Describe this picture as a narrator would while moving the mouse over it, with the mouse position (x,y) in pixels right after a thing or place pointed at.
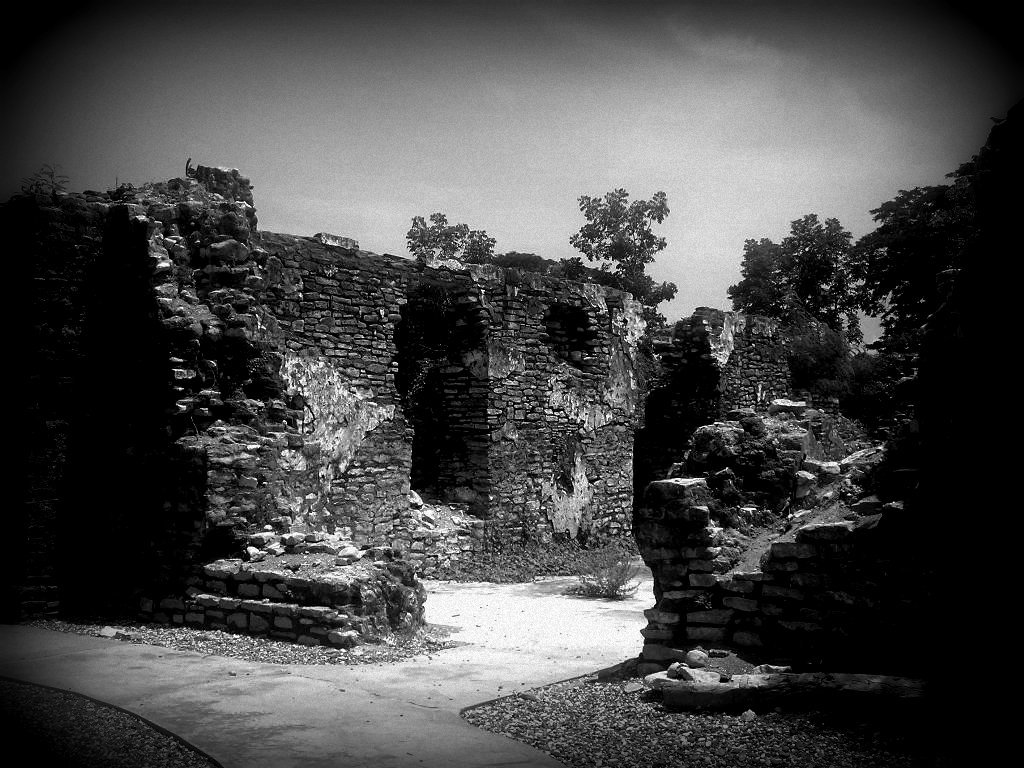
In this image we can see few walls (440,423) and a plant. Behind the walls (474,371) we can see the trees (937,234). At the top (472,162) we can see the sky (382,164). At the bottom (566,722) there are group of stones (93,706).
